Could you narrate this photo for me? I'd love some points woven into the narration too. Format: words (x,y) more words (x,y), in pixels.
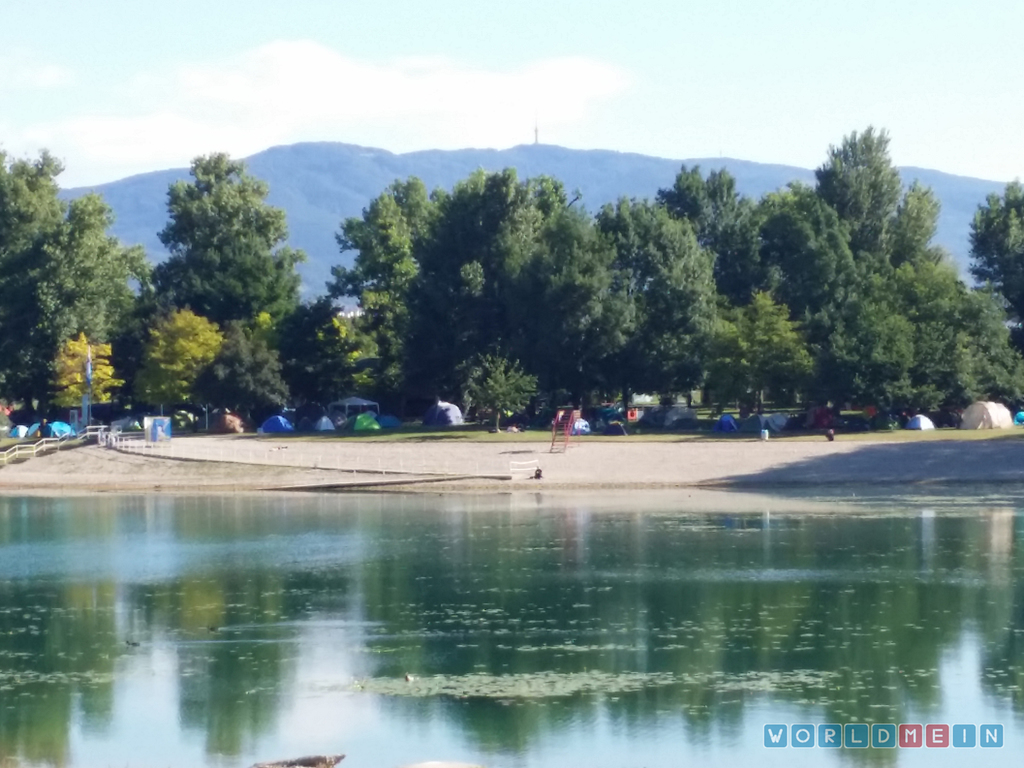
At the bottom of the image (383,544) there is water (647,561). In the background of the image (556,223) there are trees (862,234). There are mountains (77,189).
